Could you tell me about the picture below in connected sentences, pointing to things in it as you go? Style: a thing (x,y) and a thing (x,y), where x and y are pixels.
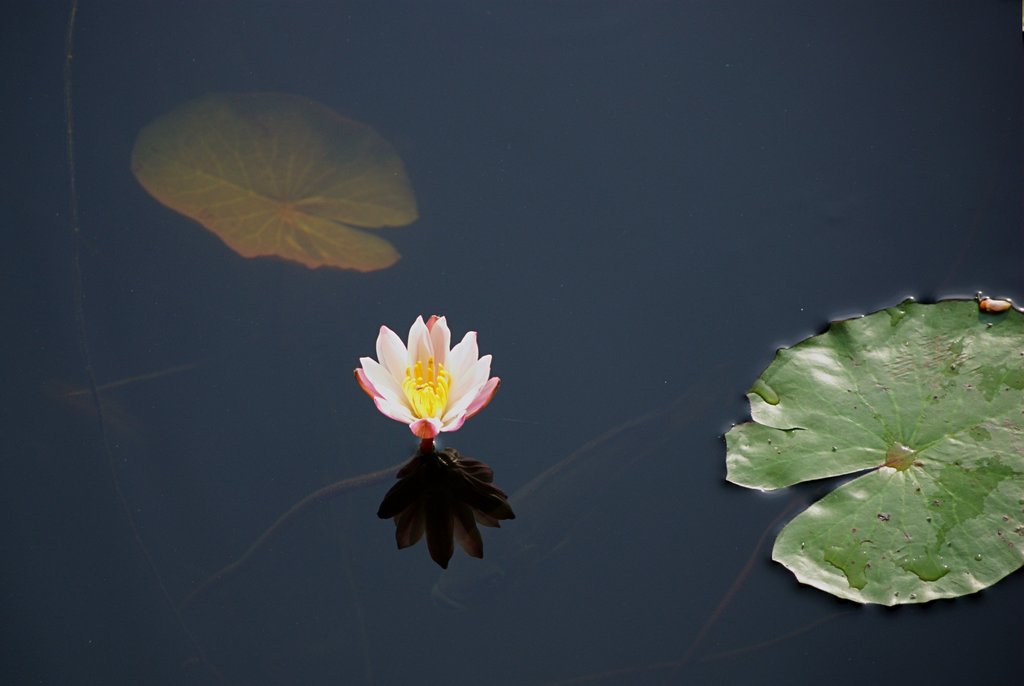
In this image I can see the water (629,216) and a leaf (288,169) in the water (641,181). On the surface of the water (650,193) I can see a leaf (934,419) and a flower (478,410) which is pink and yellow in color.
